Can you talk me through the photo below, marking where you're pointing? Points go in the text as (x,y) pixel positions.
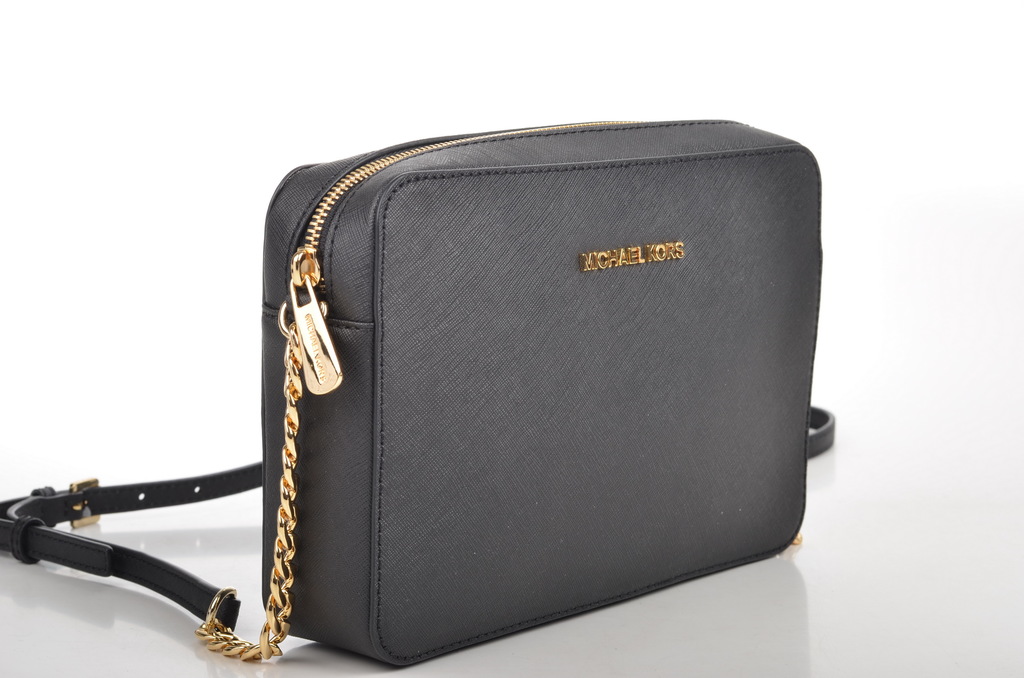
This is bag (529,416).
